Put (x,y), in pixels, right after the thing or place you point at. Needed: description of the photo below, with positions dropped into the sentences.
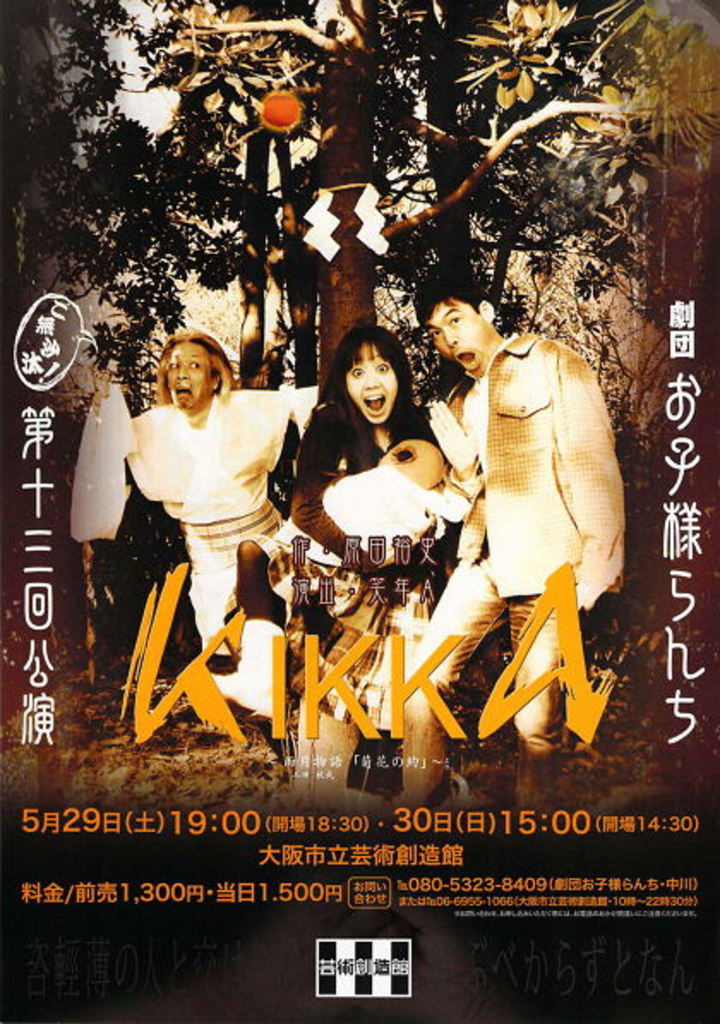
In this image we can see an advertisement (293,843).
